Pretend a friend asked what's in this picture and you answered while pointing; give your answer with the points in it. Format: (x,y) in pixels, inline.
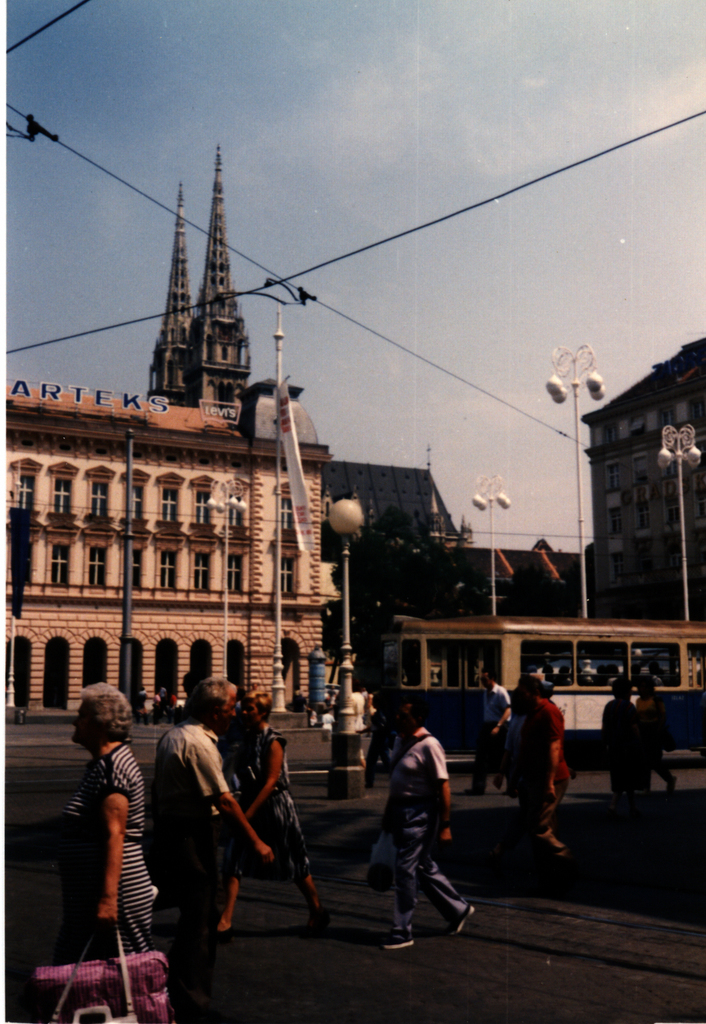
In the image we can see buildings (256,598), light poles (687,597), electric wires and the sky (281,139). We can even see there are people (274,802) walking, wearing clothes (387,757) and some of them are wearing shoes (388,943) and carrying bags (145,975). Here we can see the road (527,962), vehicle (486,662) and the sky (411,143).
